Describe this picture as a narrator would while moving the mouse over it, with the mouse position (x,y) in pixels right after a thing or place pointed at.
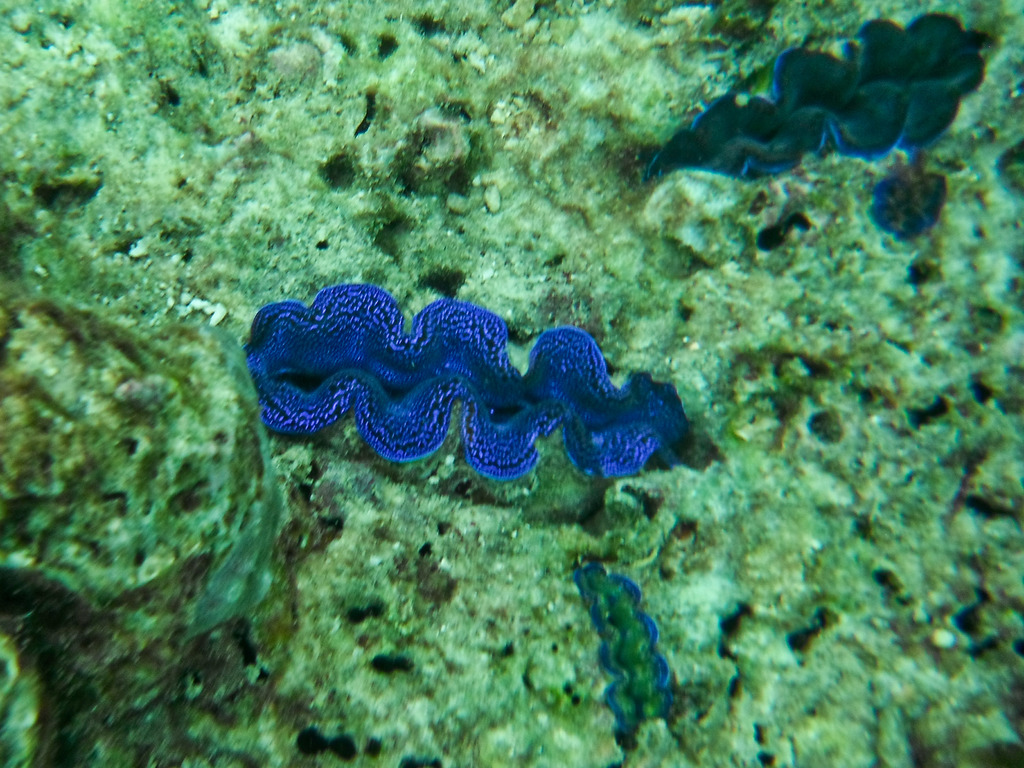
In this picture it looks like underwater environment (575,365).
